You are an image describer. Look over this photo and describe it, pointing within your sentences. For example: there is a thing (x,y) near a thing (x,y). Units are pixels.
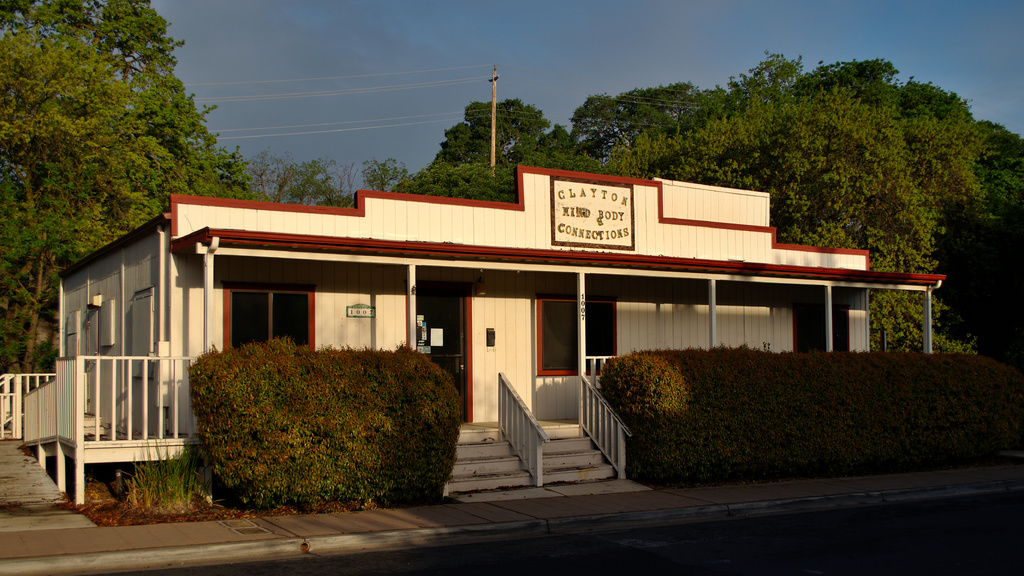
This image is taken outdoors. At the bottom of the image (579,530) there is a road (502,541) and a sidewalk (576,520). At the top of the image (334,69) there is a sky (378,58). In the background (992,143) there are a few trees (62,222). In the middle of the image (379,319) there is a house (177,319) with a few walls (218,332), windows (572,311) and a door (466,356) and there is a board (595,240) with a text (588,225) on it. There is a railing (56,371) and a few stairs (578,447). There are a few plants (762,420).
